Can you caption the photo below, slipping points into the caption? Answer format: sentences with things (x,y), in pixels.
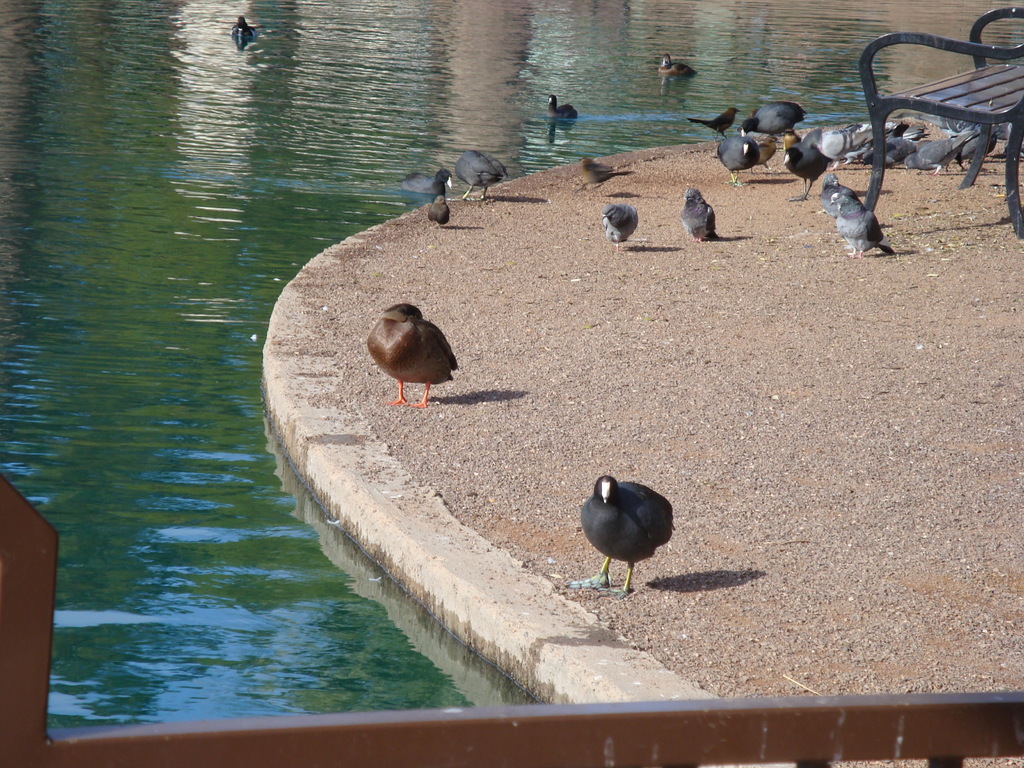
In this image we can see a group of birds (662,510) and a bench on the ground (699,514). We can also see a metal pole (609,763) and some birds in a water body (219,215).
